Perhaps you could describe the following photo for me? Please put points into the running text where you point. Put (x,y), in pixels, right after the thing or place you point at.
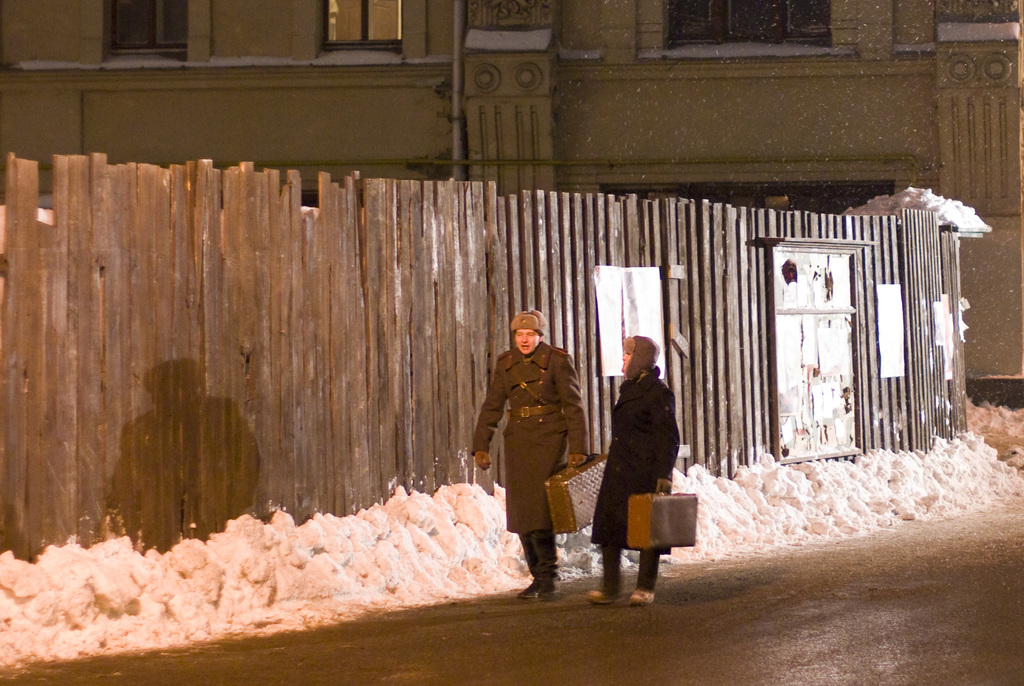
In this picture we can see two persons (626,451) walking here, they are carrying suitcases (594,495), we can see snow (814,502) here, on the right side (792,446) there are some sheets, in the background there is a building (489,80), we can see a window (353,34) here.
